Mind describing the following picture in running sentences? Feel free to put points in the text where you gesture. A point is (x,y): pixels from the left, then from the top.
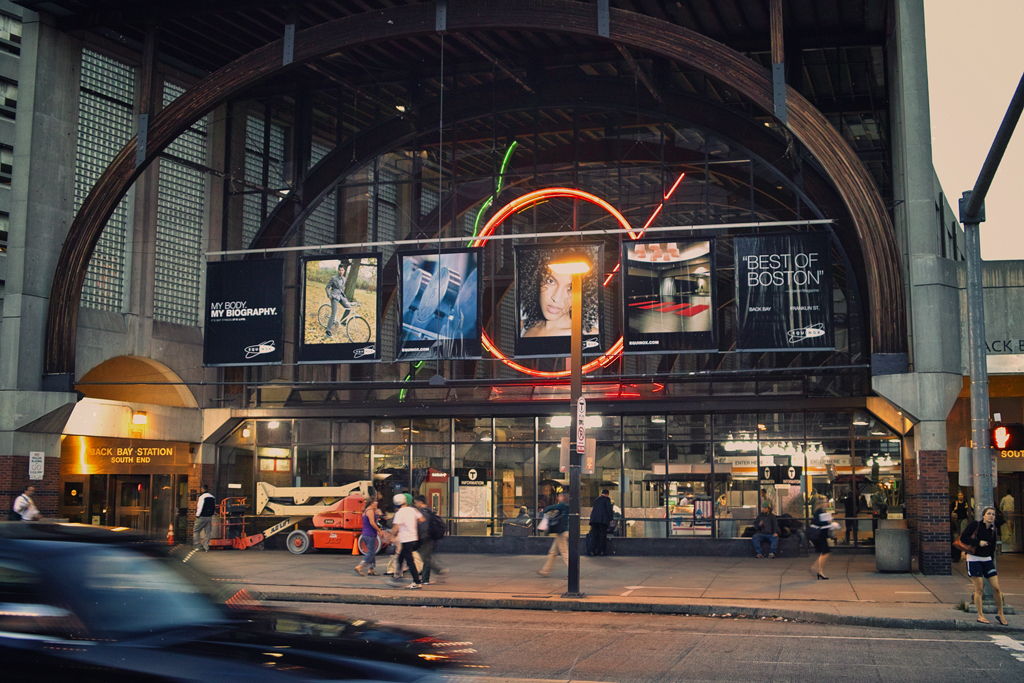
In this image, we can see some people (601,543) walking and there is a street light (576,369), we can see a car (341,635) and there is a building (483,112).
